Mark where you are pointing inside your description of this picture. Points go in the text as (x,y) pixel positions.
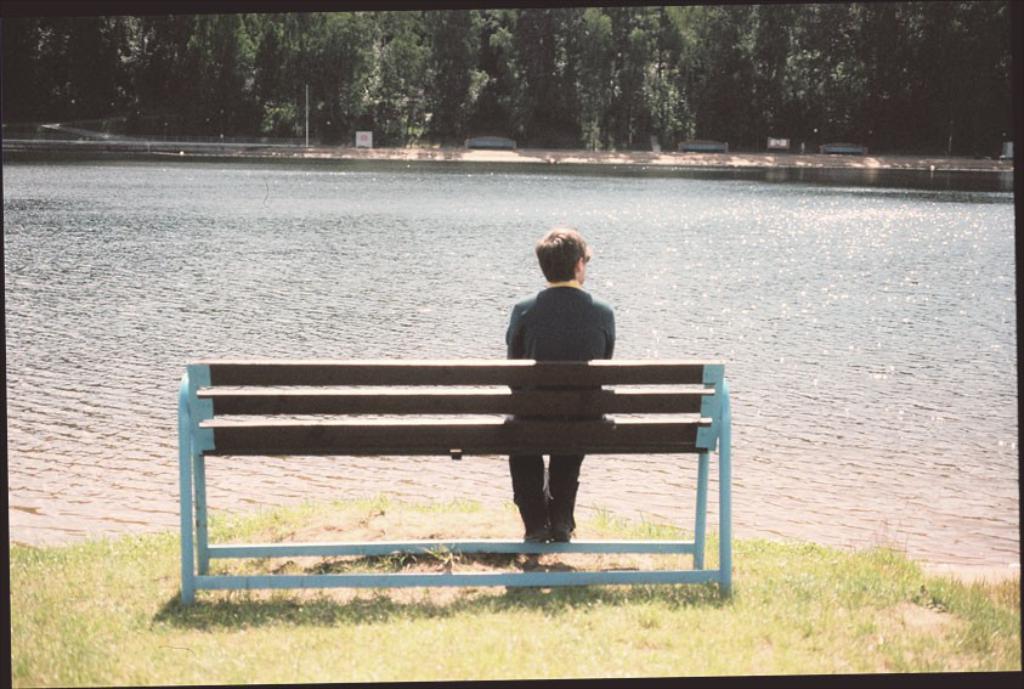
This man (537,307) is sitting on a bench (224,402). This is a freshwater river (788,234). Far there are number of trees (829,71). Grass (579,624) is in green color.
